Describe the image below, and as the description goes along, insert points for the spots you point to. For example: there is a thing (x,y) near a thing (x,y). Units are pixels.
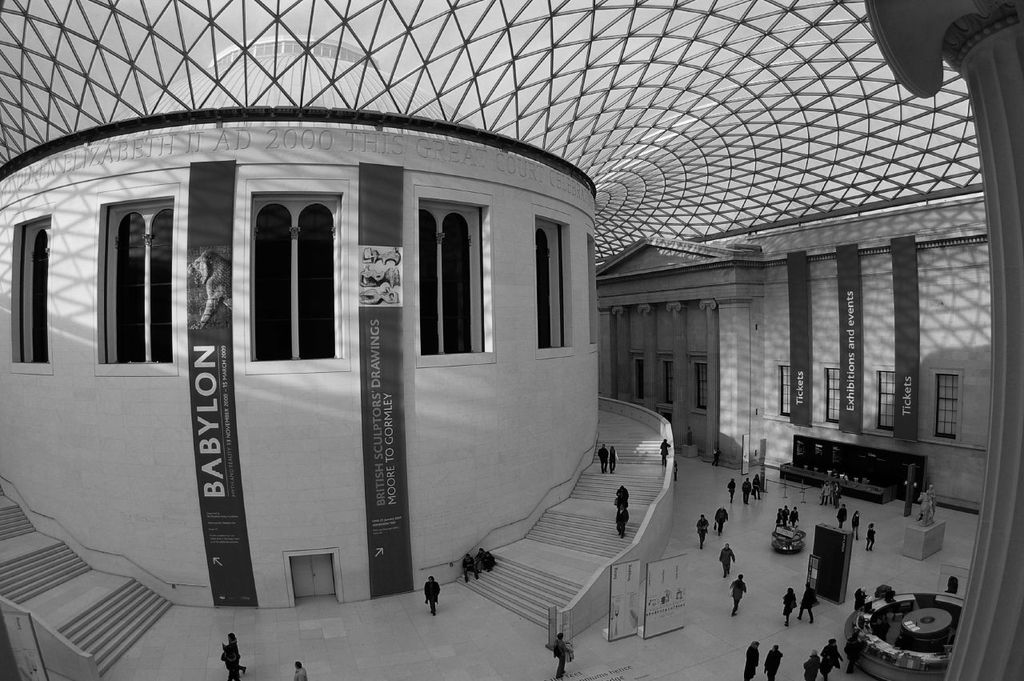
This picture is in black and white and this picture is taken inside the building (346,275). Towards the left (167,403), there is a structure (189,513) with stairs (110,609) in both the sides. At the bottom (735,610), there are people (701,543) moving around. On the top (296,79), there are rods (464,44) and glasses (696,60).
